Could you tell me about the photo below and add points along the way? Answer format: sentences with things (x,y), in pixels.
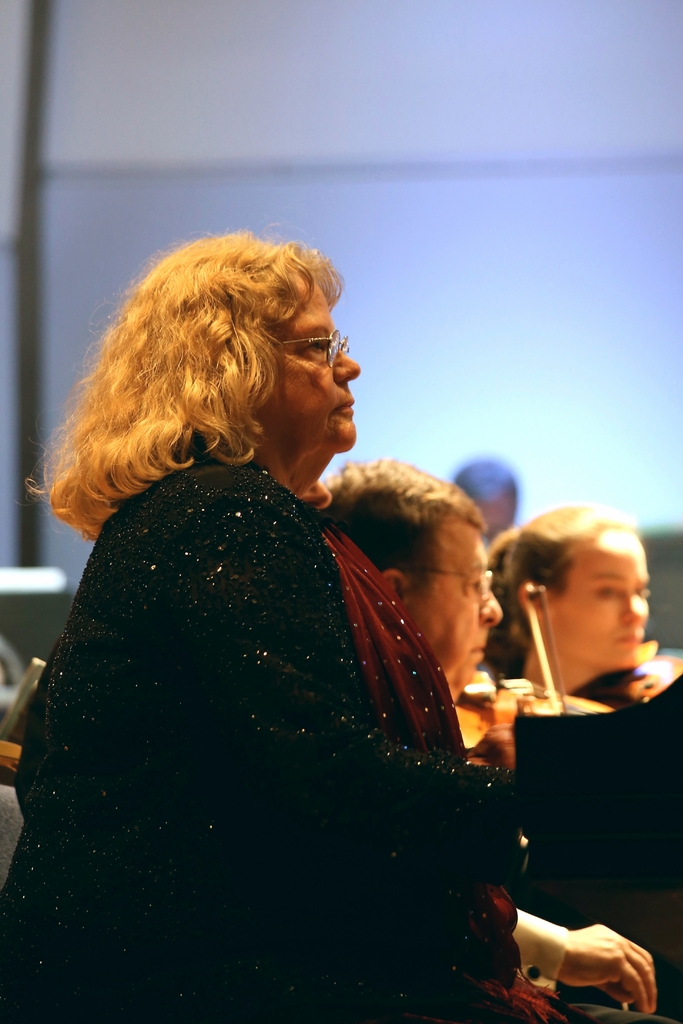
In the center of the image (342,645) we can see some persons (290,630) and some of them are playing violin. In the background of the image (630,363) we can see the wall (391,295).
